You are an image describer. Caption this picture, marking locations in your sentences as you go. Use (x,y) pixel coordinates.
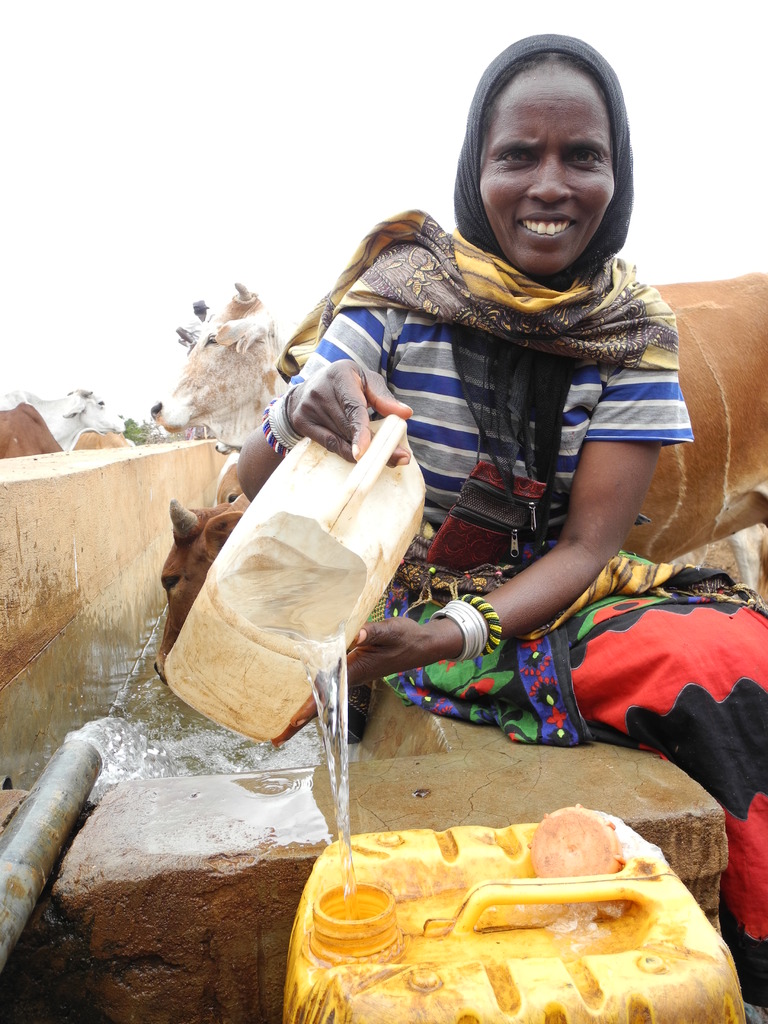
In the center of the image (487,611) we can see a lady (431,611) sitting and holding a container (363,534) containing water (284,598). At the bottom (326,880) there is a drum (563,964). On the left (37,852) there is a pipe (27,859) and we can see water (149,714). In the background (10,421) there are cows (23,393) and we can see a wall (138,472). At the top (313,154) there is sky (313,154).
